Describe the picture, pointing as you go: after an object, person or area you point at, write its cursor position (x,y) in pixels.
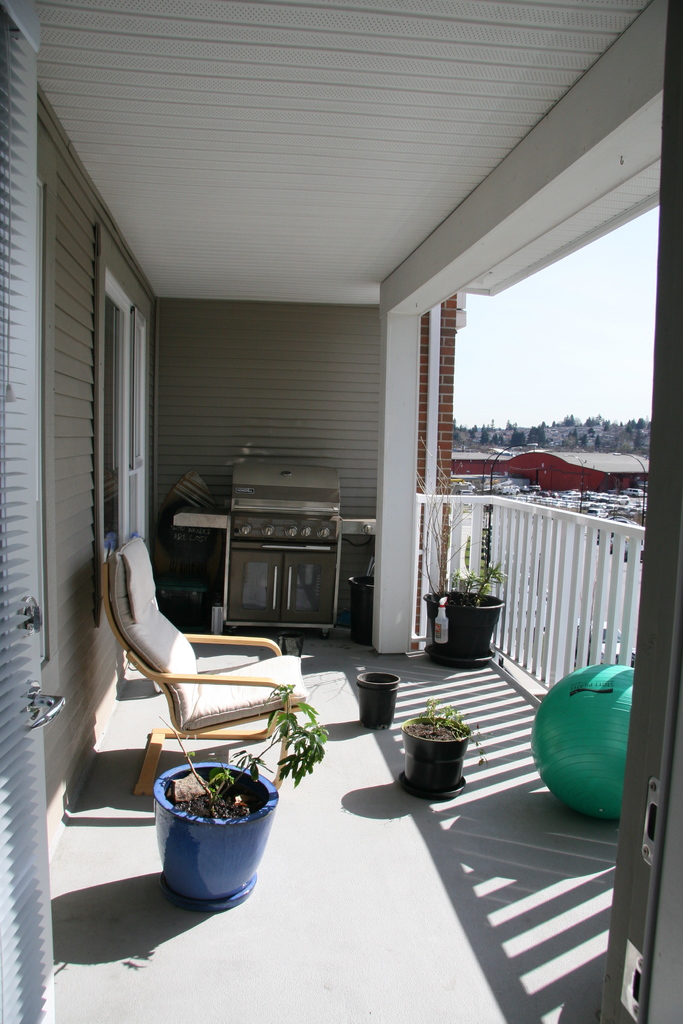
In the picture we can see that, this is a balcony (301,882), chair (188,723), flower pot (215,841), plant (235,780), air ball (551,732), sky (561,395) and trees (561,447).
